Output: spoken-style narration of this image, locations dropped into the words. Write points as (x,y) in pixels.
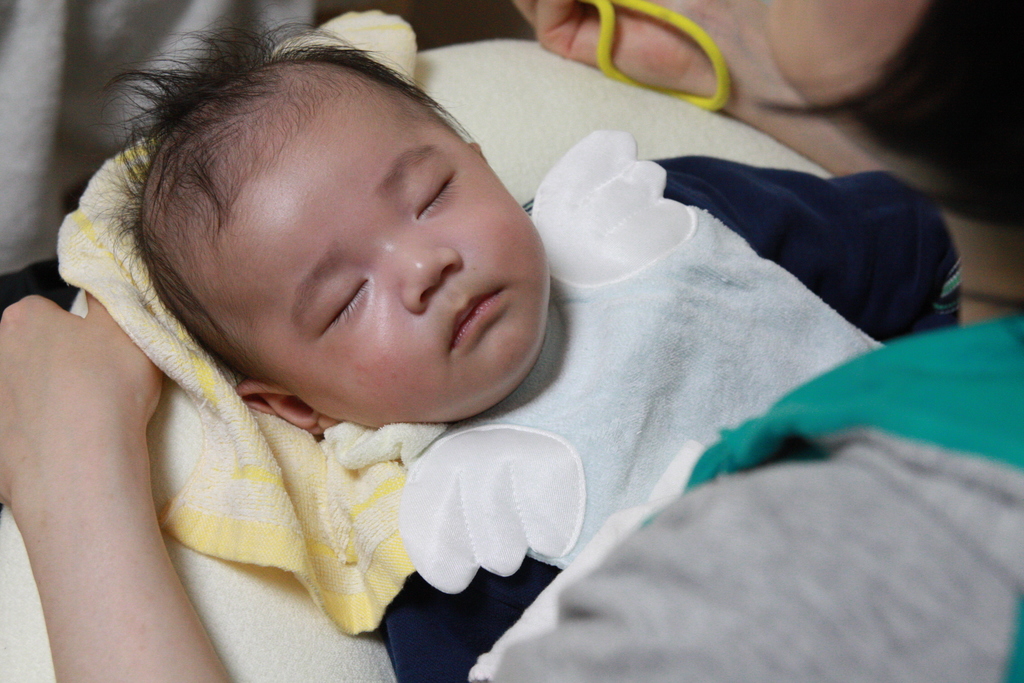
In this image, I can see a baby (669,445) sleeping on the bed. On the right side of the image (843,410), I can see a person (909,433). At the top left side of the image (76,123), there is a cloth (105,28).
